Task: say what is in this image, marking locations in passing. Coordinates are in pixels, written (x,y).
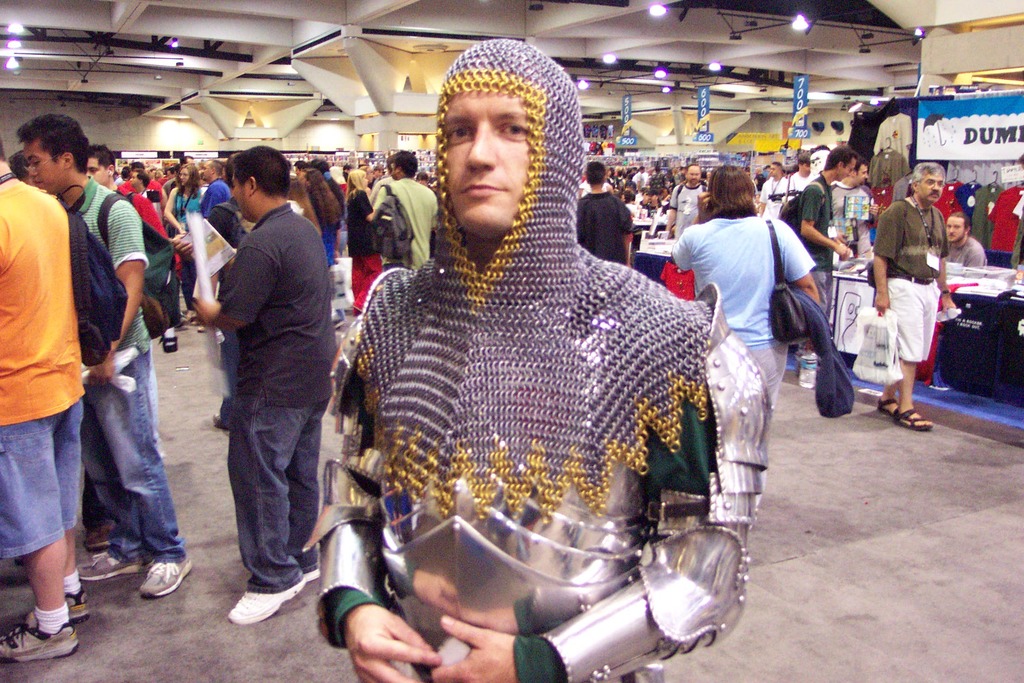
In this image In the foreground (354,598) I can see a person (617,449) wearing a colorful dress (606,472) and in the background (59,241) I can see crowd (871,207) of people (871,207) and tents (979,167) and tables (998,272), at the top (643,32) I can see roofs (579,42) and lights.
